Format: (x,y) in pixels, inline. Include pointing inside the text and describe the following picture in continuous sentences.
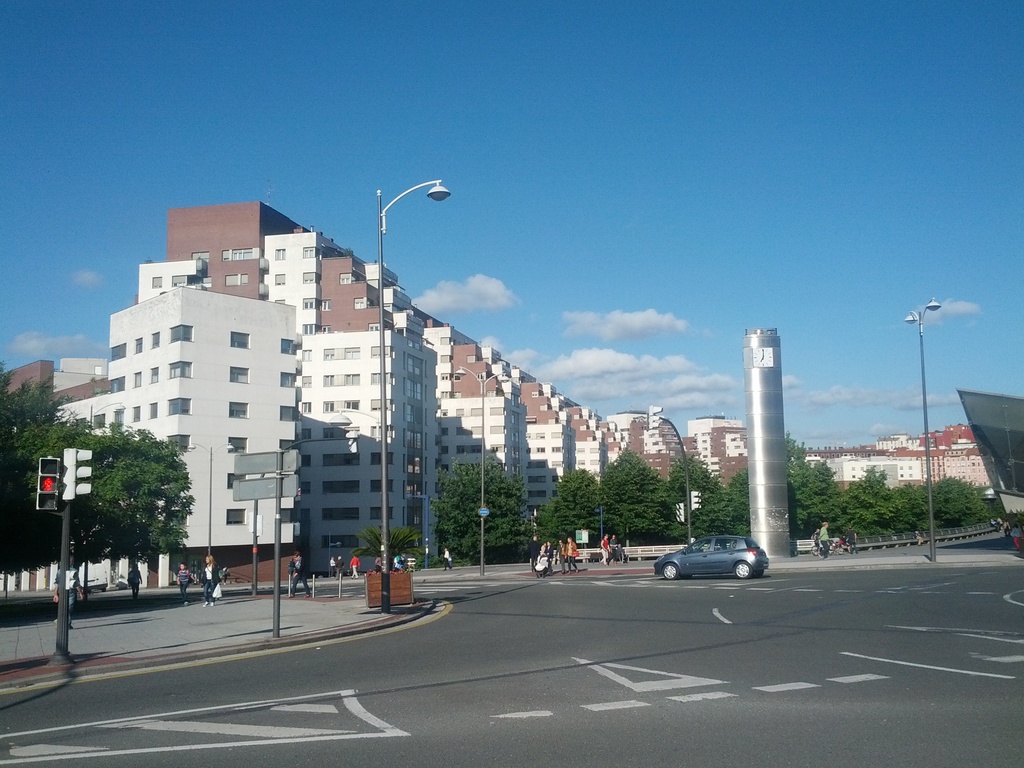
In this image there is a road (722,725) in the bottom of this image (712,680). There is a car (706,565) and some persons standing in the middle of this image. There are some trees (79,518) in the background (555,522). There are some buildings (500,417) as we can see in the middle of this image (371,411). There is a cloudy sky (519,267) on the top of this image (589,198). There are some current poles (385,531) in the middle of this image (386,503). There is a signal pole (67,509) on the left side of this image (70,486).
